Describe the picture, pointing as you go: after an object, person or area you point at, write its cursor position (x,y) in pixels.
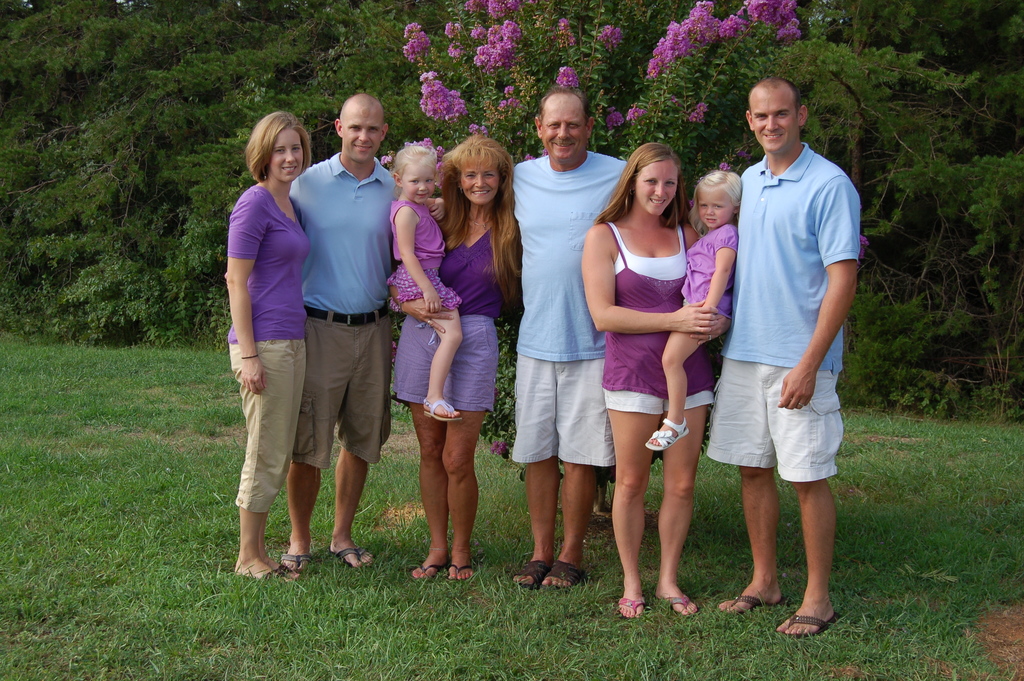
In this image, we can see persons (800,208) wearing clothes (546,337) and standing on the grass (609,554). There are two persons (511,300) in the middle of the image (610,286) holding kids (411,285) with their hands (691,321). In the background (105,74), we can see some trees (647,83).
